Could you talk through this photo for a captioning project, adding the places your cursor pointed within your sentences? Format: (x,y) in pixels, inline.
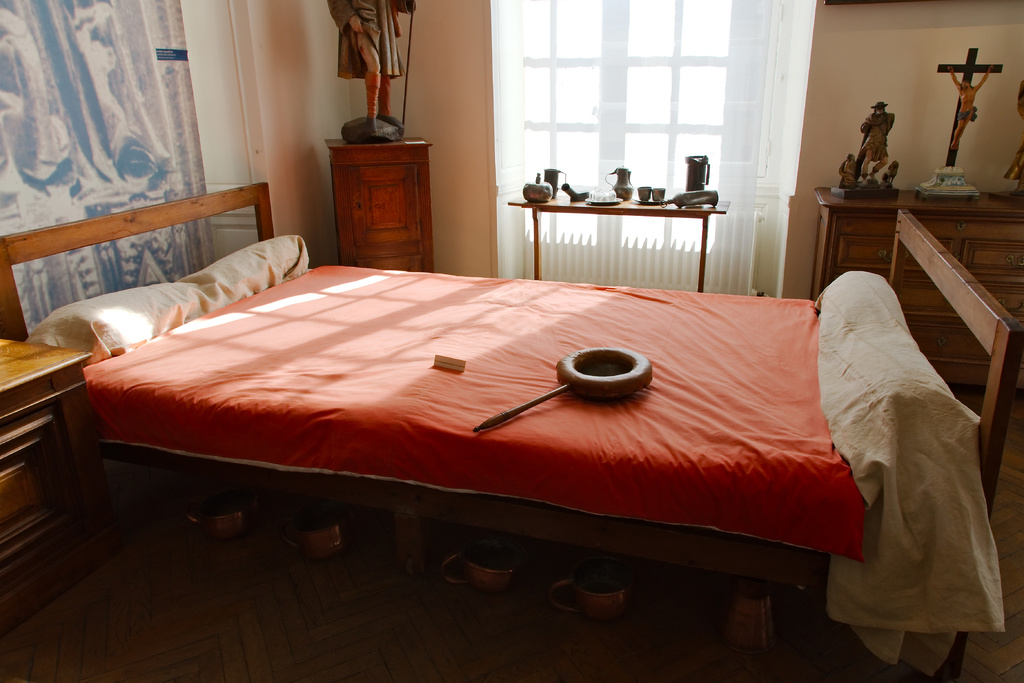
In this Image I see a bed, few utensils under the bed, drawers (106,531), table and a few things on it, window (544,120), curtain (747,18) and a sculpture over here.
